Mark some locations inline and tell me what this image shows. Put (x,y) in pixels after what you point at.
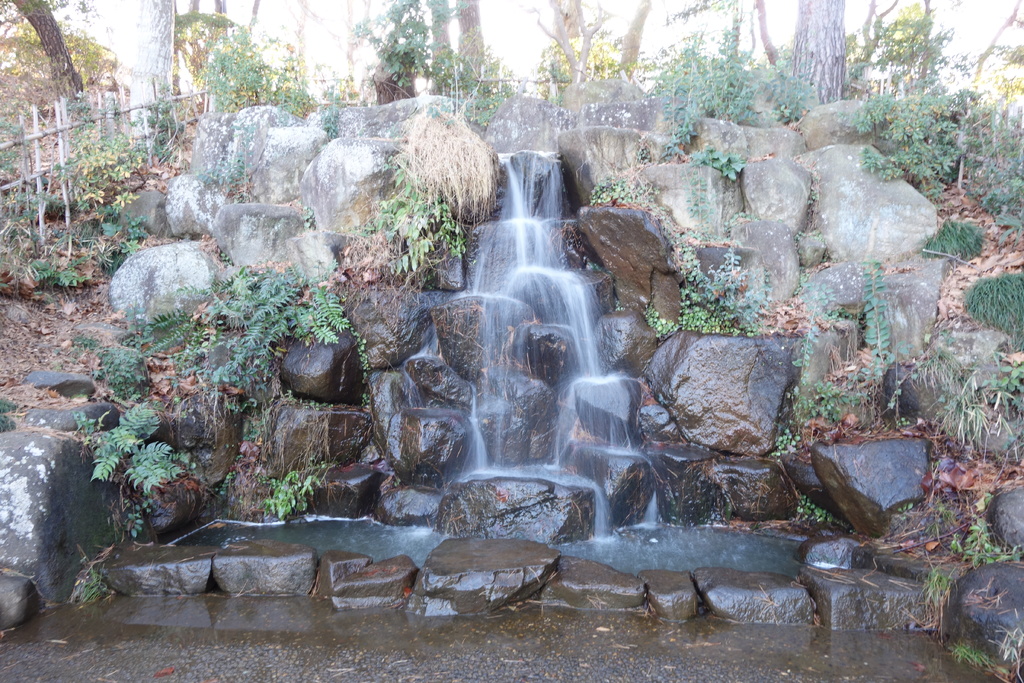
This picture might be taken from outside of the city. In this image, on the right side (1023,155), we can see some plants (1023,138) and trees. On the left side (167,29), we can also see some stick grills (77,119), trees (62,48). In the middle of the image (507,295), we can see a water (559,279) flowing on the stones (468,337) and some plants (458,133).
